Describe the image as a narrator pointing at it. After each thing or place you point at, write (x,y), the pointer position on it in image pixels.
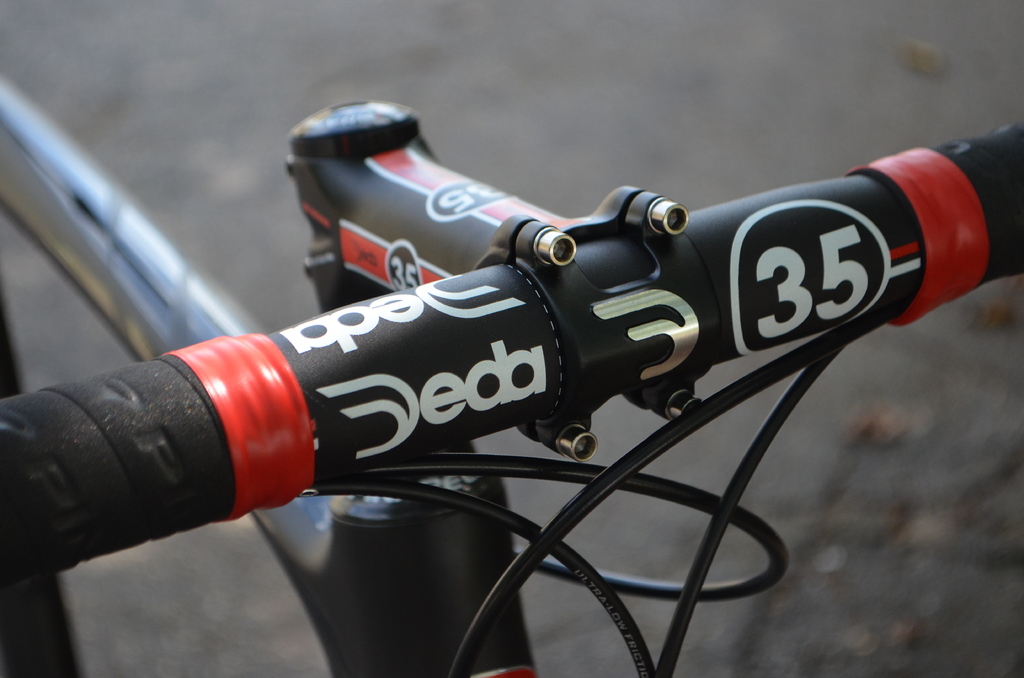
In the picture there is a handle (130,482) of a bicycle (404,549) present, there are cables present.
